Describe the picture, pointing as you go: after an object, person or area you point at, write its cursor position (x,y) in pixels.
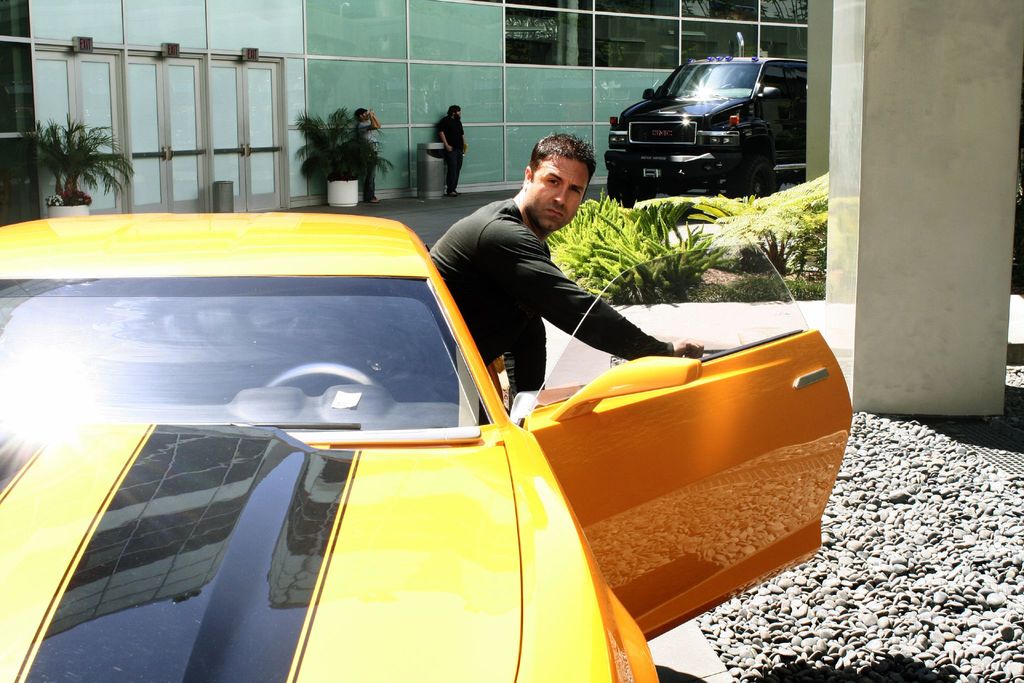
In this image there are three person (462,274). In front (485,225) the person (479,320) is coming out from the car (458,435). At the background (467,109) we can see a building (400,72) and a glass door (258,142). There is a flower pot (354,193) on the floor (433,208).
